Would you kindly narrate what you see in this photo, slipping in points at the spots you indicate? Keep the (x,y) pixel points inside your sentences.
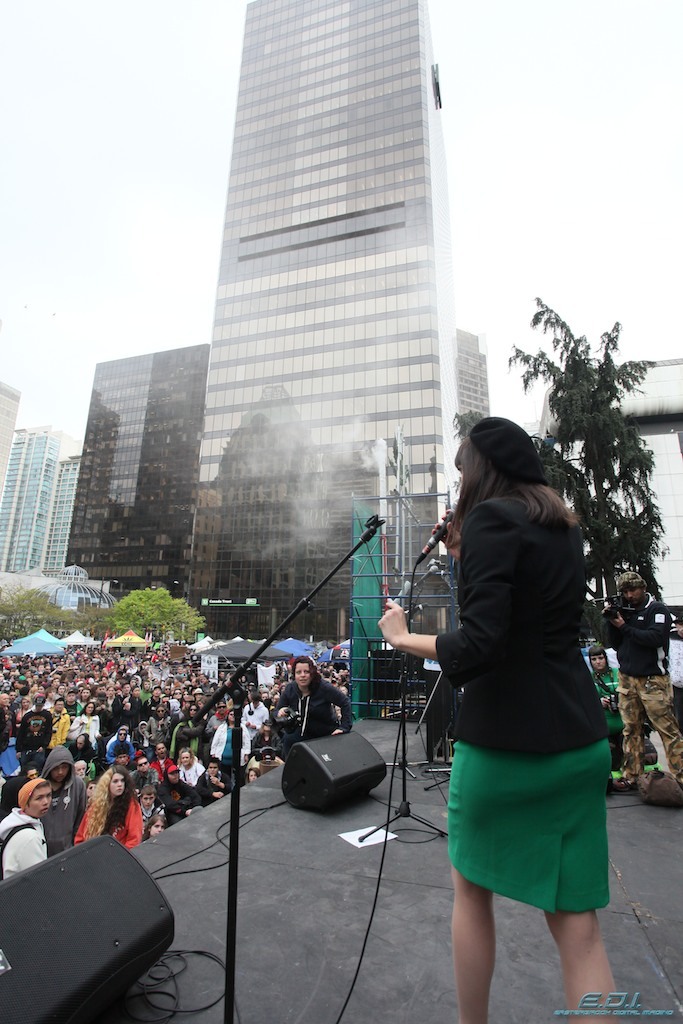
In this image I can see a woman (585,677) standing on the stage (336,813). On the left (112,746) there are many people (108,754). In the background (351,358) there is a building (315,383).
